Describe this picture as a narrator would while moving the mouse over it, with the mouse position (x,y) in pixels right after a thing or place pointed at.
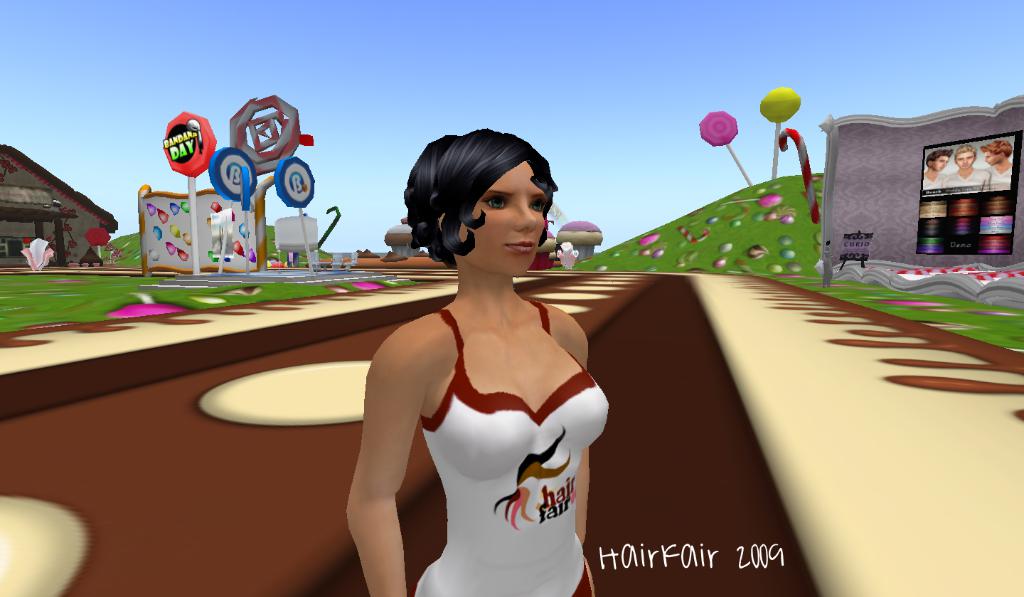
This is animated picture, we can see a person (456,208). In the background (903,173) we can see boards (157,221), grass (799,216), house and sky (4,113).
